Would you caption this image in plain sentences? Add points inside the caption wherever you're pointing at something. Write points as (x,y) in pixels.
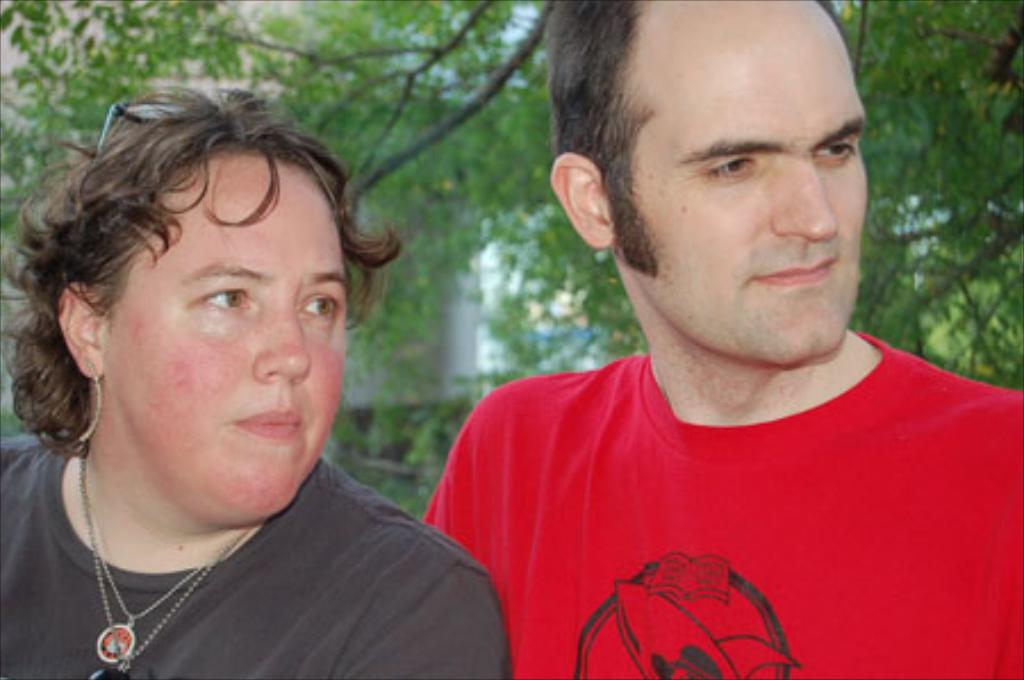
In this image we can see two people (803,225) standing, background (148,25) there is one building (481,274) and one big tree (428,264).
